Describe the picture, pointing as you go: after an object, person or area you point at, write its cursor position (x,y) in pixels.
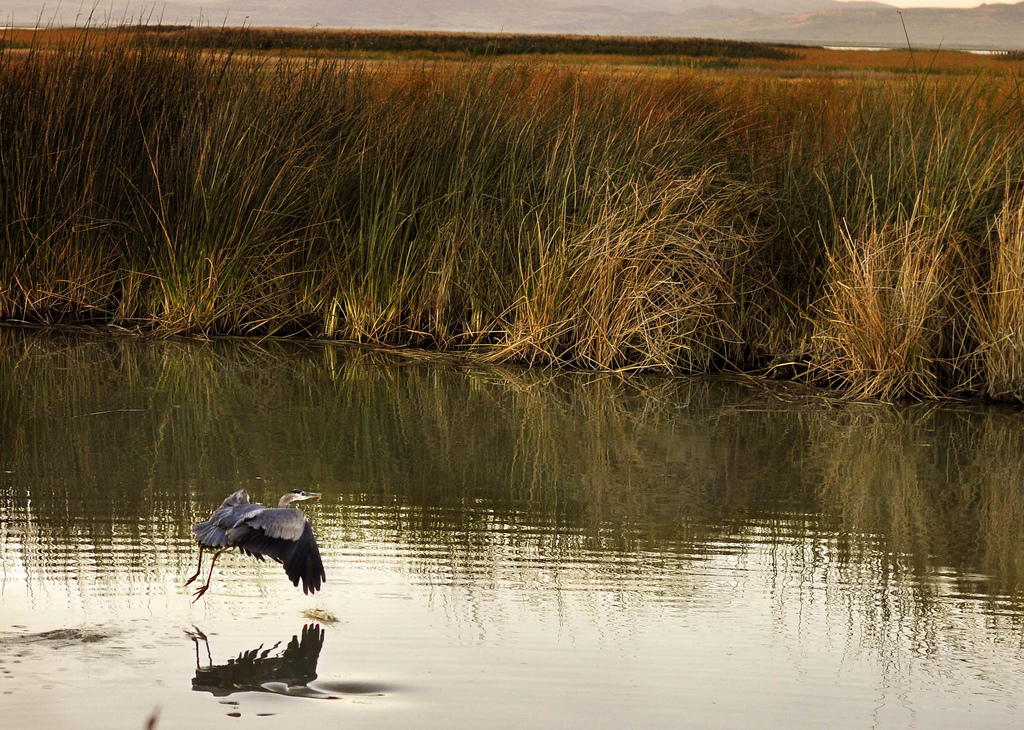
Here we can see a bird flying in the air. There is water (626,632). On the water (656,684) we can see the reflection (292,695) of a bird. In the background (482,241) we can see grass (955,304) and sky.
